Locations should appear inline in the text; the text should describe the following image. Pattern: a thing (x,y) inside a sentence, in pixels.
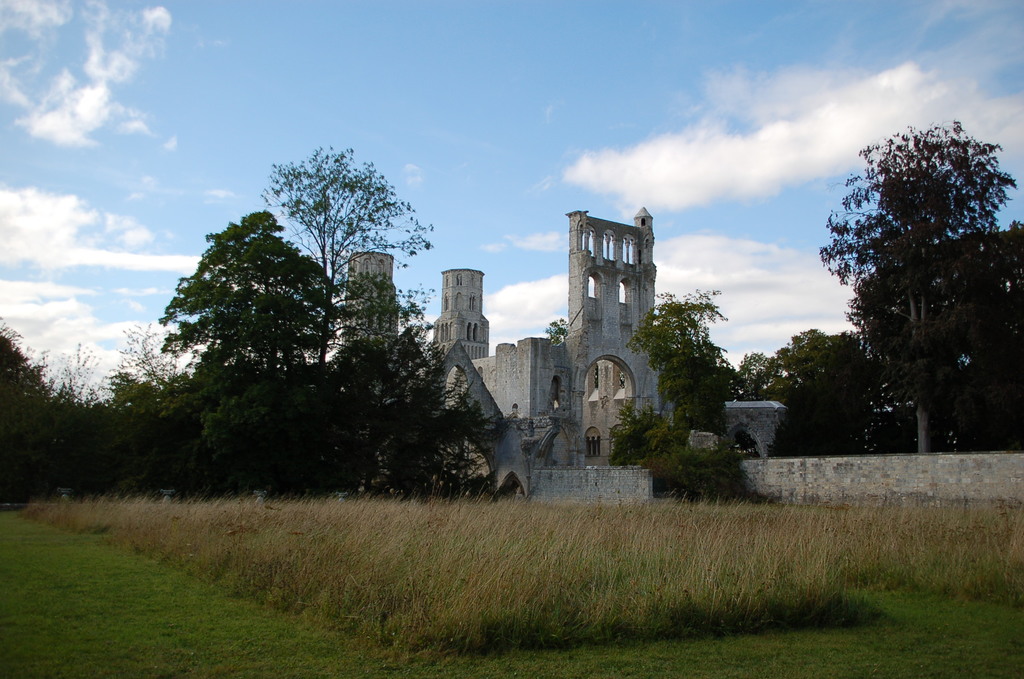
In this image we can see a building (482,278). We can also see a wall (584,470), a group of trees (307,481), some plants (538,576), grass (220,641) and the sky (105,254) which looks cloudy.
